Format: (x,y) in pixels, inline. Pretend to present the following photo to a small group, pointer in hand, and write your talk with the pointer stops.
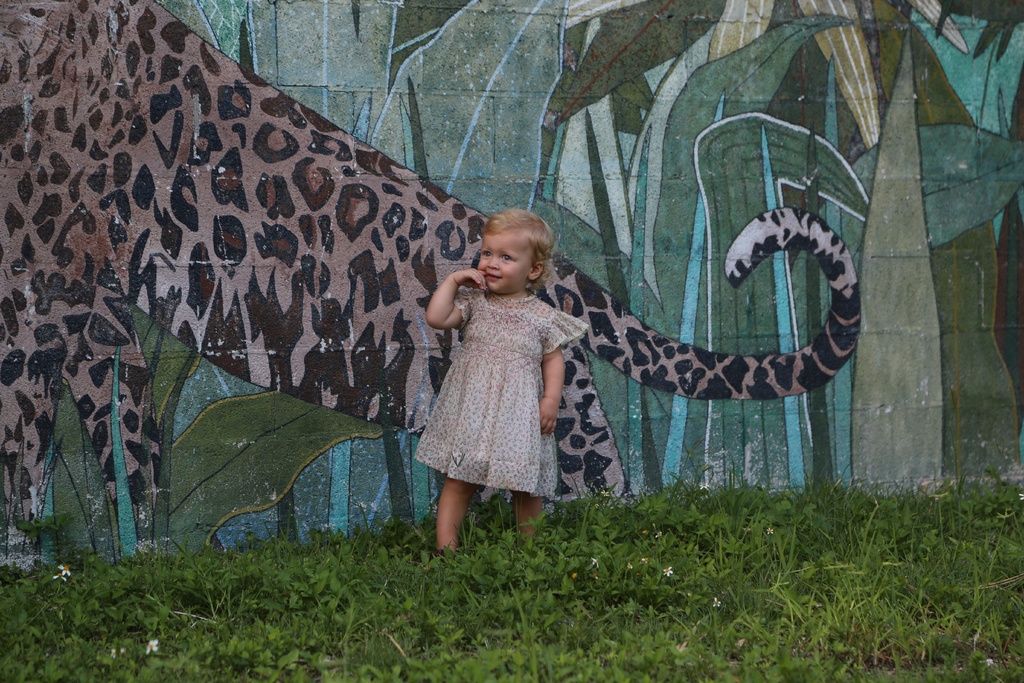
This is a girl (516,371) standing. I think this is a wall (358,221) with the painting (729,204) on it. Here is the grass (768,549), which is green in color.
